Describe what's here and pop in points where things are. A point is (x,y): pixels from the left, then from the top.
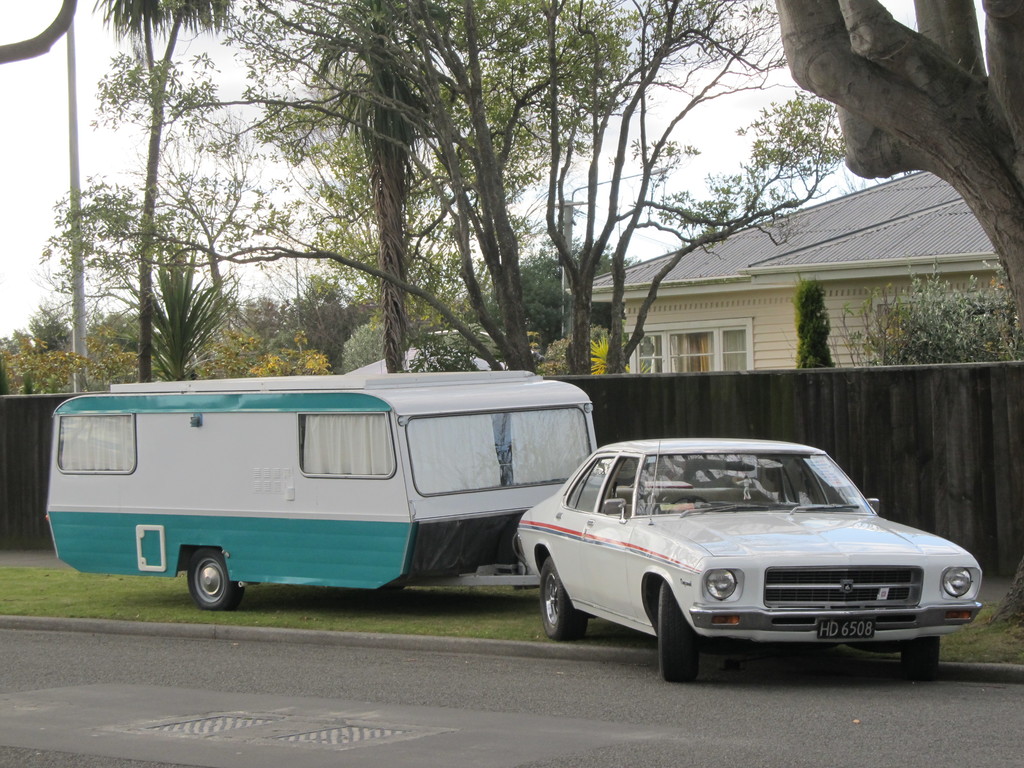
There is a white color vehicle (752,551) which is partially on the road (49,696) near other vehicle (311,573) which is grass (429,602) on the ground (456,600), near a wall (989,413) and a tree (1010,249). In the background (939,194), there is a building (924,199) which is having roof (939,231) and glass windows (737,338), there are trees (131,327) and there is sky (93,134).
